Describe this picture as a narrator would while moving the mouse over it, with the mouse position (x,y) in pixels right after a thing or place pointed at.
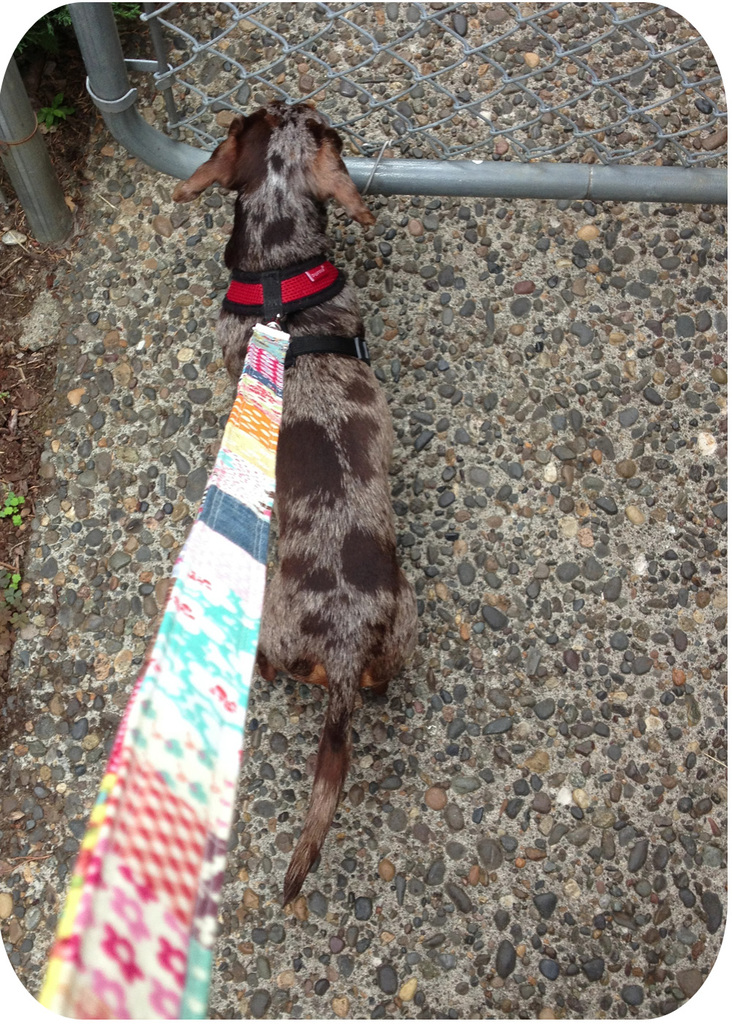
In this image I can see an animal (380,485) which is brown and cream in color is standing on the ground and I can see a belt (269,309) to its neck (291,284) which is red and black in color. I can see the metal fencing (414,84) and rods (140,118) which are grey in color.
